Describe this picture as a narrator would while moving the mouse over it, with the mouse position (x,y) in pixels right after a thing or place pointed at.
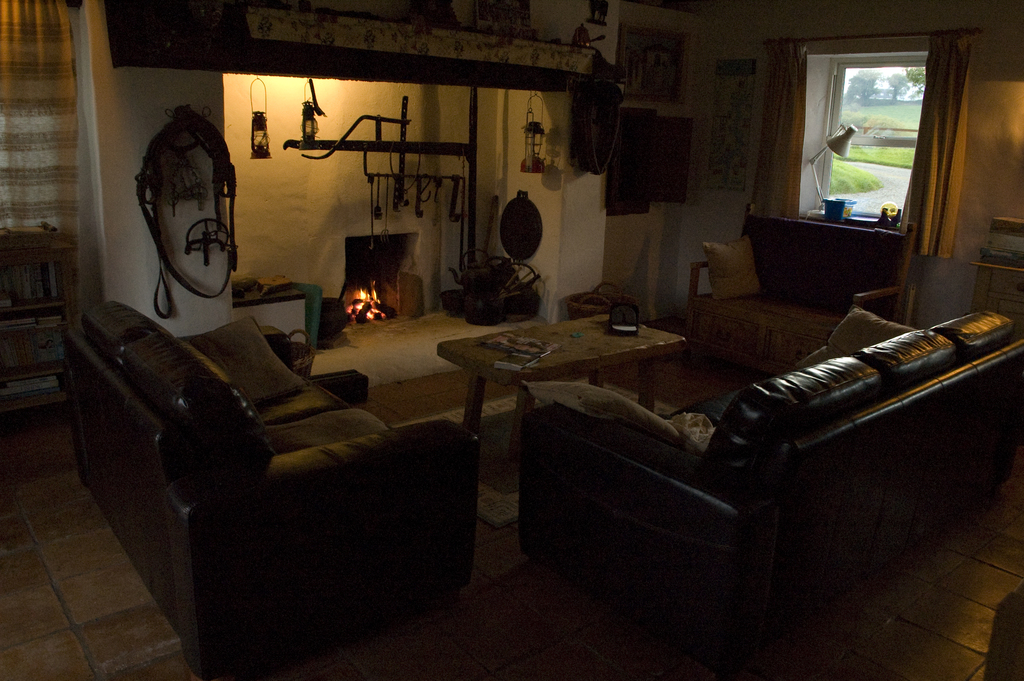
there is a room (443,650) in which there is a sofa (587,539). in the center (478,393) there is a table (523,398). at the right (877,146) there is a window (880,133) on which there is a lamp (837,149) and curtain (934,145). at the back (467,216) there is wall (578,229), lamps (541,164) and fire (363,294).
